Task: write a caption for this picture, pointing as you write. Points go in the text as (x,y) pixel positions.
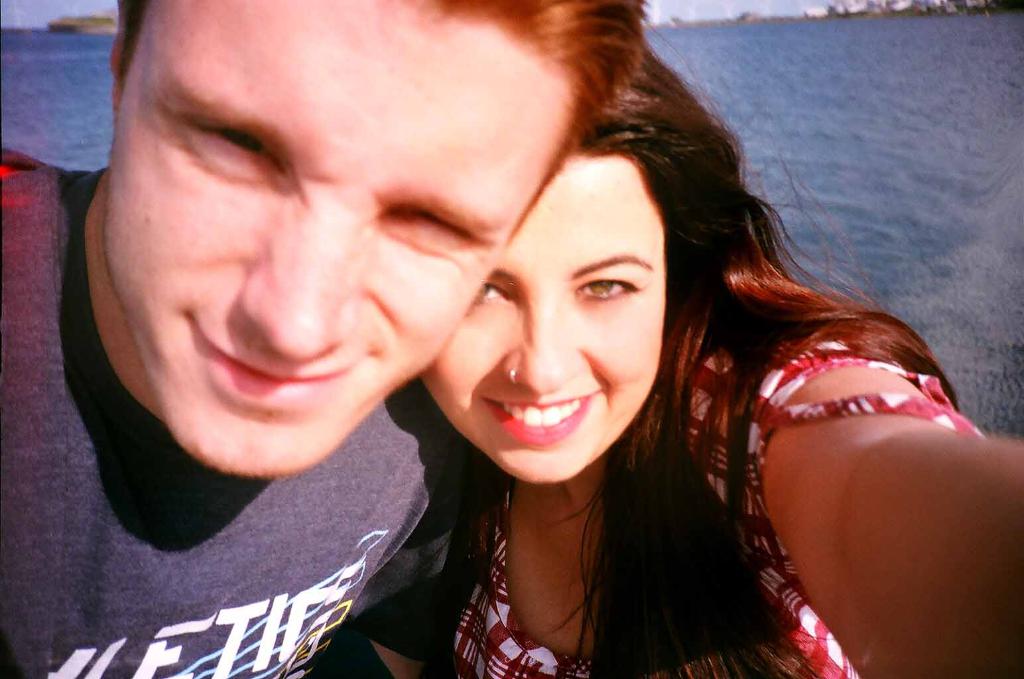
In this picture we can see two people (556,527), they are smiling and in the background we can see water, land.
